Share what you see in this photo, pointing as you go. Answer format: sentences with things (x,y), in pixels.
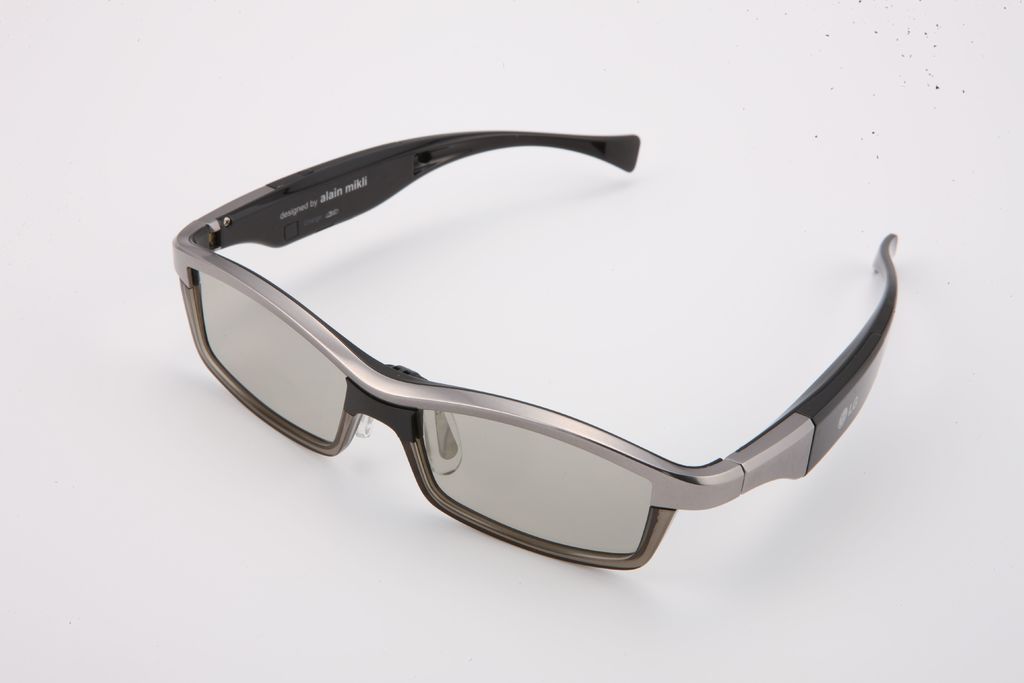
This is a picture of a spectacles (201,235) on the object (177,339).
